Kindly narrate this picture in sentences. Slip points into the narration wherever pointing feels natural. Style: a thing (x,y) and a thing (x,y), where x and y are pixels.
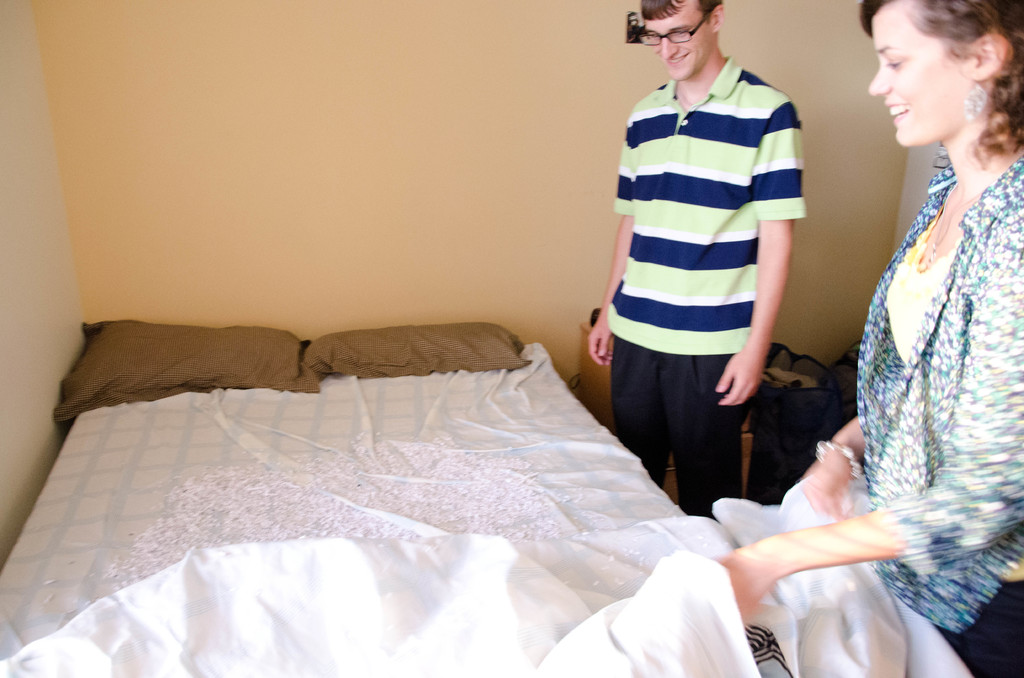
The photo is taken inside a room (508,408). In the left side (310,465) there is a bed (195,422), there are two pillows (395,355) on it. On the right side (917,352) one lady (930,263) is holding the bed cover (683,564) beside her man (718,181) is standing. In the background (388,108) there is wall (280,128). The persons (692,340) are smiling.
